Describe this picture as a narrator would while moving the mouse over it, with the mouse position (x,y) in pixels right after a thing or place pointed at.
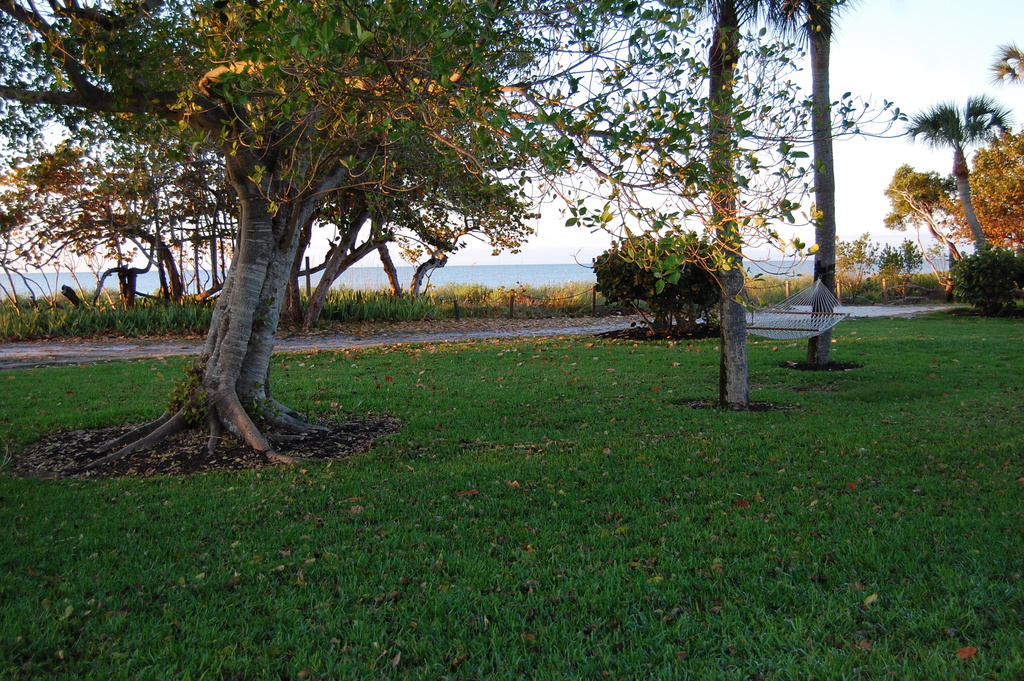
In this image we can see a grassy land (626,568) at the bottom of the image (672,527). There are many trees (697,213) and plants (503,302) in the image. We can see an ocean (509,270) at the center of the image (462,274).
